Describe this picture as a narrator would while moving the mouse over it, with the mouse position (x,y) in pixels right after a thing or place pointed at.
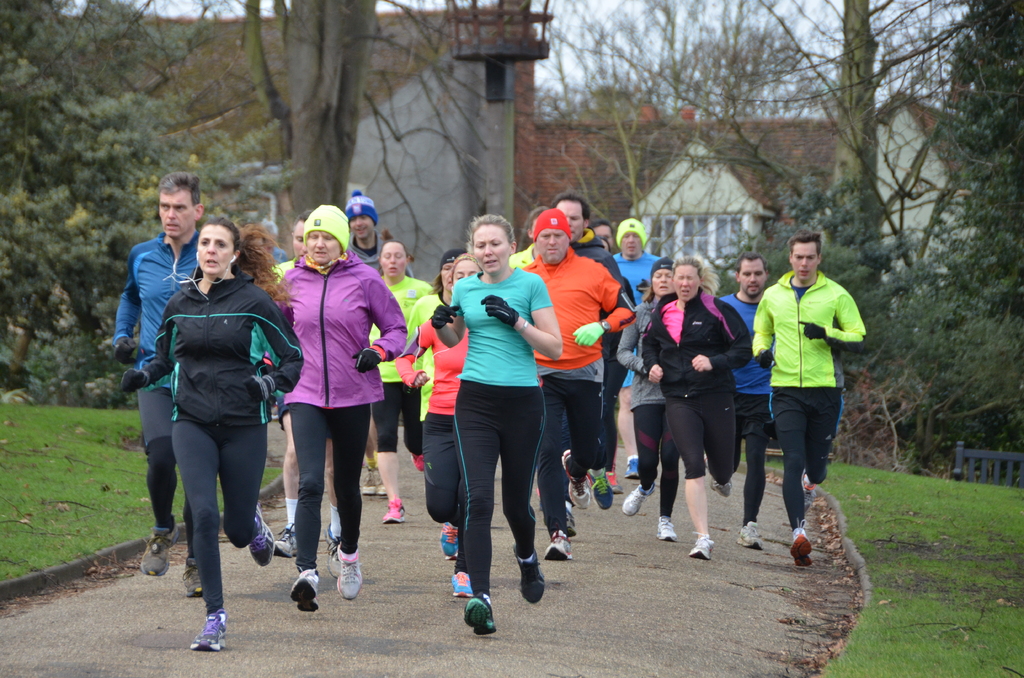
In this image, I can see a group of people (357,375) running on the pathway (465,641). On the left (121,486) and right side of the image (914,563), I can see the grass (88,510). In the background (87,215), there are trees (287,191) and buildings (670,189).
